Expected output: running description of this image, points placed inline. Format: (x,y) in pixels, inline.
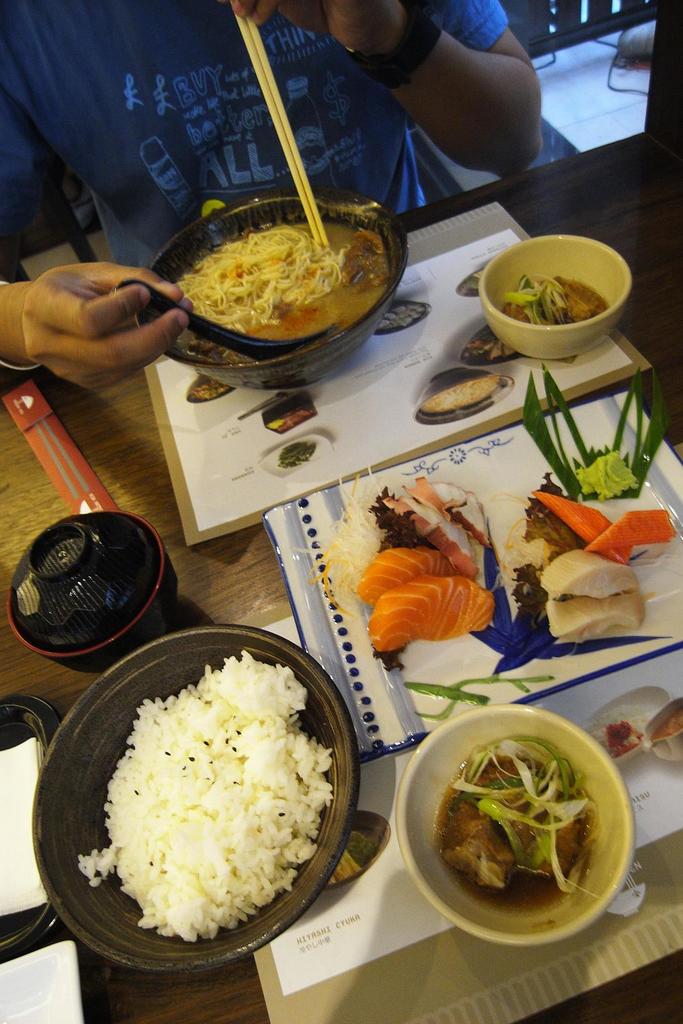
This image is taken indoors. At the bottom of the image (367,978) there is a table (180,1017) with a menu card (337,961), a bowl (80,850) of rice (115,816), a bowl (617,829) of soup (495,785), a plate (509,676) with salad (410,532) and food items (430,568) and many more things (573,325) on it. At the top of the image (215,79) a man (216,72) is sitting on the chair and having noodles (246,298) from the bowl (287,223).
